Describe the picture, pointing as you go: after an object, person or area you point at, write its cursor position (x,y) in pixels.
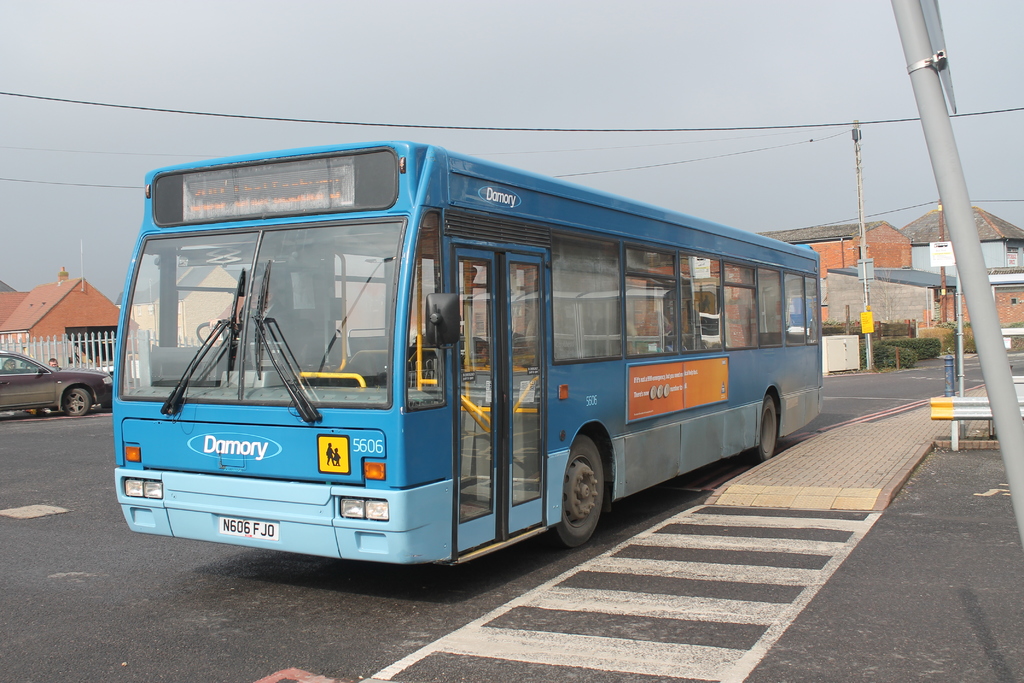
In this picture there is a bus (440,408) and car (104,376) on the road (637,622). At the back (895,310) there buildings (877,309), trees (965,334) and poles (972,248). On the right side of the image (1004,417) there are poles (1020,489) and there are wires (867,121) on the poles (945,172) and there is a railing (960,417). At the top (435,51) there is sky (422,51). At the bottom (703,598) there is a road (688,579).
